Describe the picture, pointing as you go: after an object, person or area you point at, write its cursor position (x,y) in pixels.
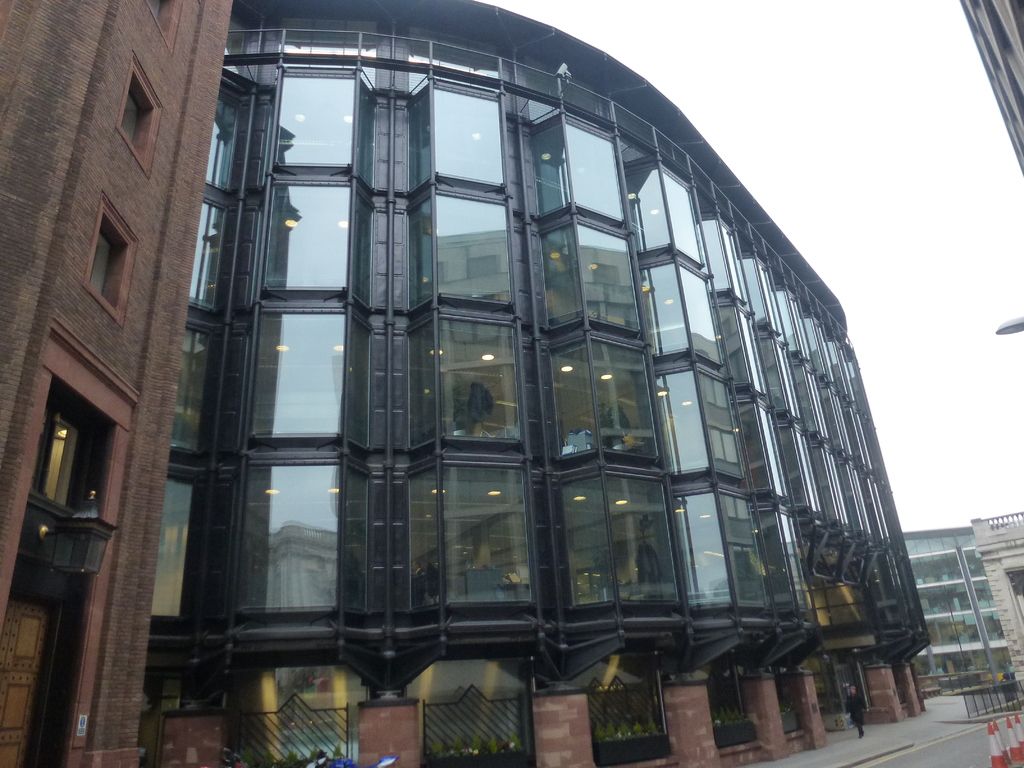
This picture is clicked outside. On the left (150,301) we can see the buildings (467,149) and the windows (103,429) of the buildings (121,350) and through the windows (482,374) we can see the lights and some other objects (498,584). On the right (919,736) there is a person (862,712) walking on a sidewalk (866,741) and there are some objects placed on the ground (911,724). In the background (940,331) there is a sky (964,468) and some buildings (955,565).
